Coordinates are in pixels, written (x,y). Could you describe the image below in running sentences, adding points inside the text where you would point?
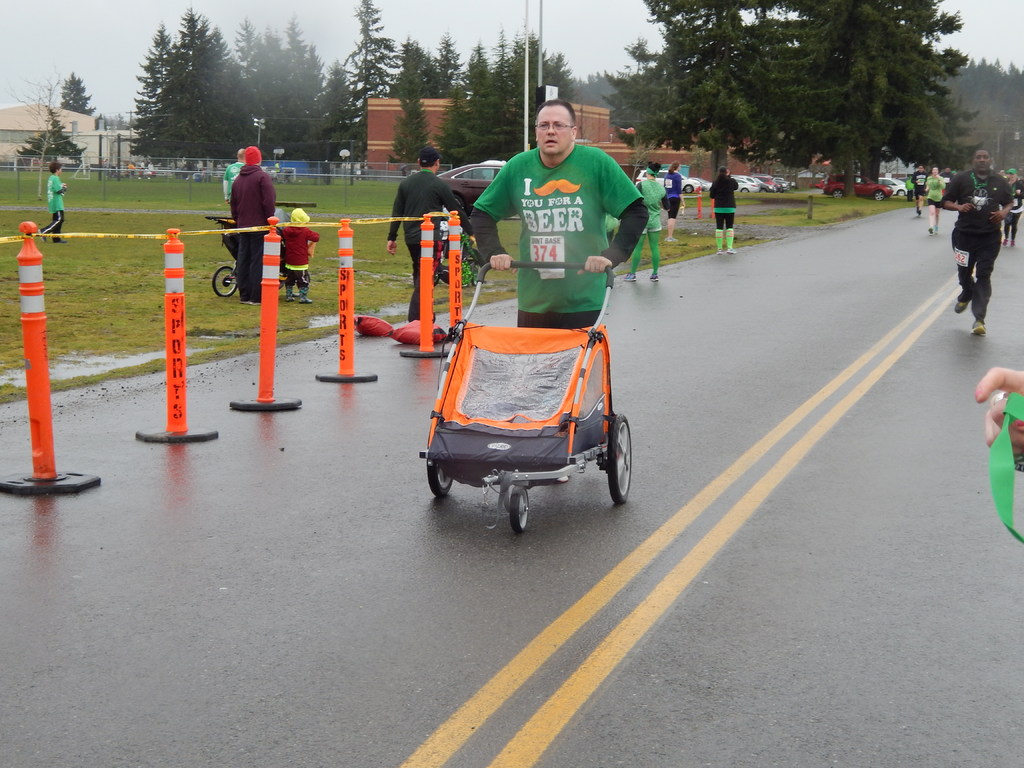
In this picture man (519,192) wearing green T-shirt (556,230) holding the vehicle (527,390). Beside him there are some rods (451,278). At the right side of the image (974,213) some people (976,203) are running and at the left of the image (269,213) some people (296,210) are standing. At the back side (234,111) there are trees (286,95), buildings (578,118), cars (855,184) and at the bottom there is some grass (93,272) on the surface (115,279).
